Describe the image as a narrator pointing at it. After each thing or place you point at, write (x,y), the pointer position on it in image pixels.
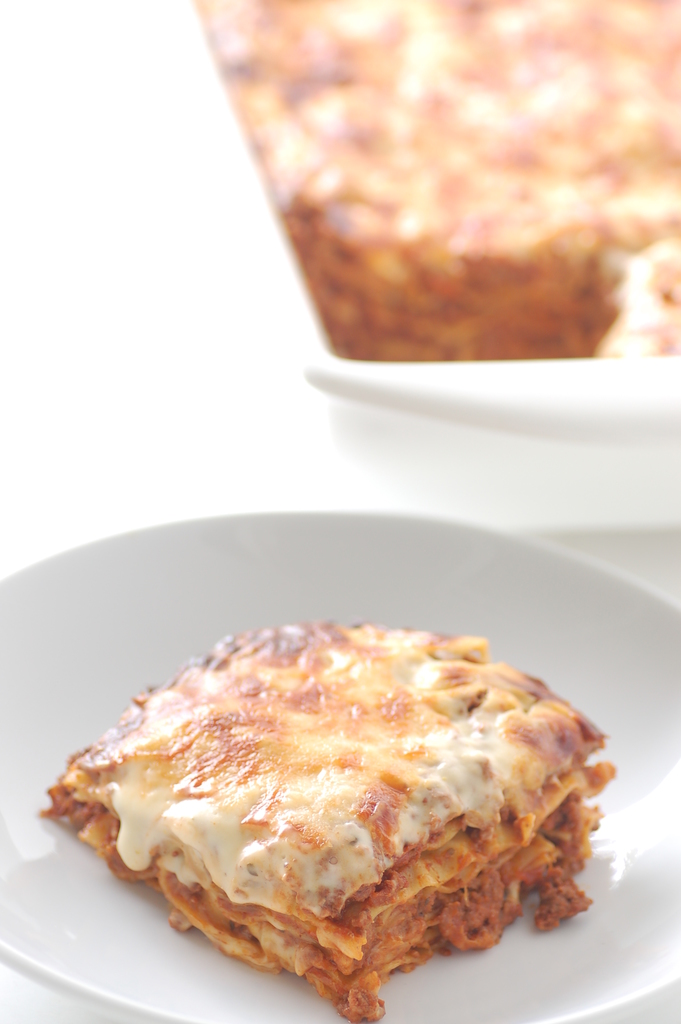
In the image we can see a plate (234,514), in the plate (357,525) there is food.
